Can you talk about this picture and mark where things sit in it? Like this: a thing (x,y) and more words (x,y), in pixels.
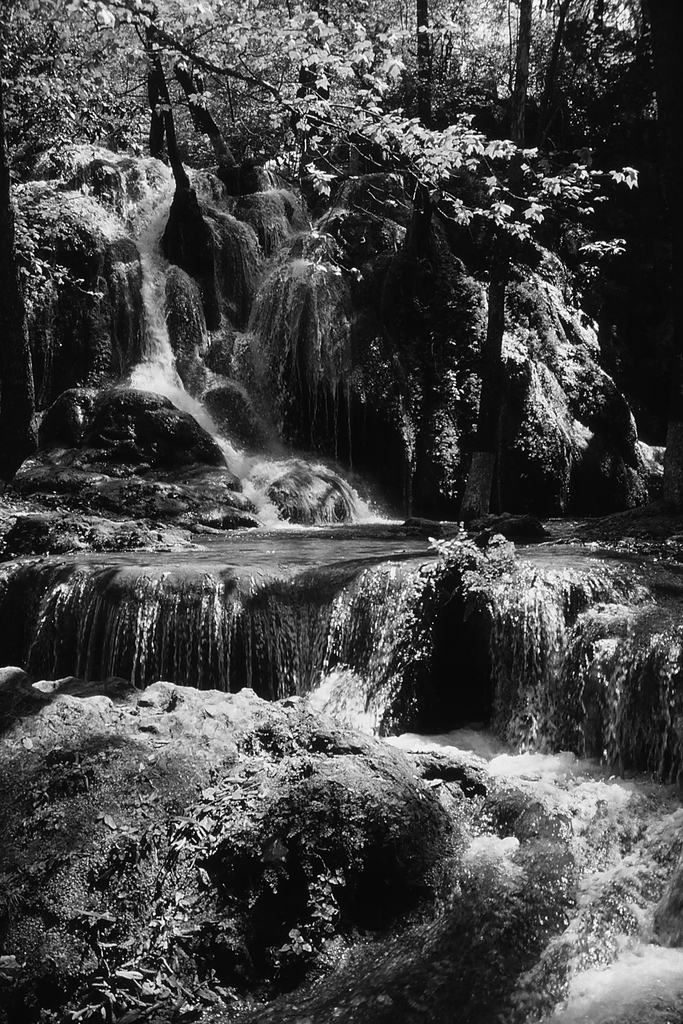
I see this is a black and white image and I see the waterfall (514,757) and I see number of trees (361,62).
